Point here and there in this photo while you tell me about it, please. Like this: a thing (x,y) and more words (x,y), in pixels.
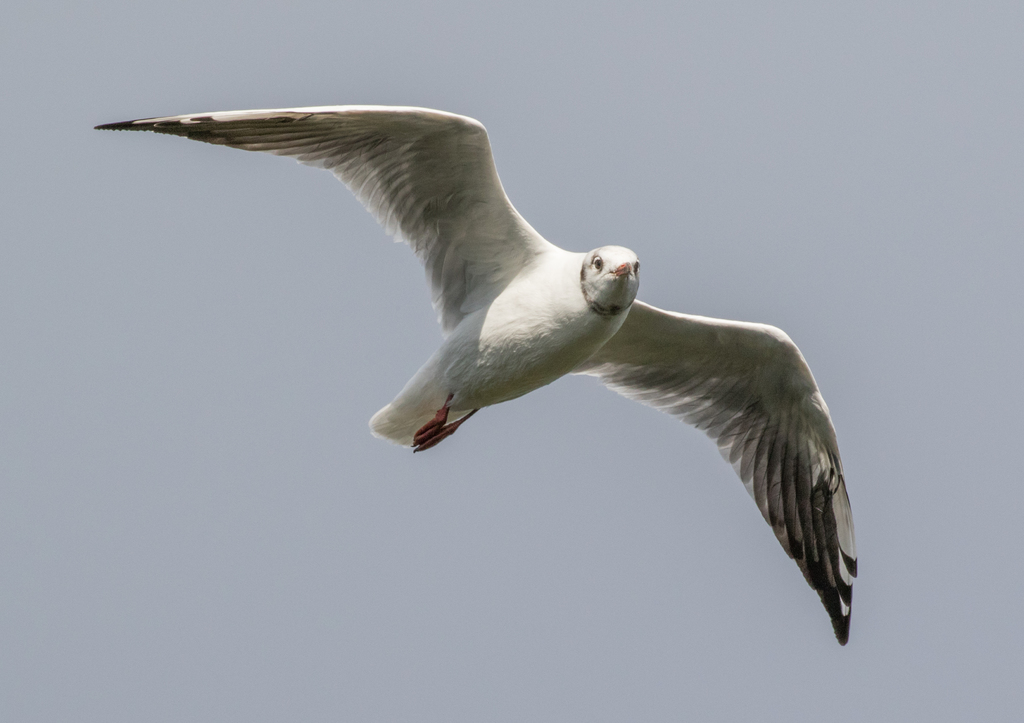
In this picture I can see a bird (616,360) in the middle (544,331), it is in white color. In the background (470,473) I can see the sky (424,461).
